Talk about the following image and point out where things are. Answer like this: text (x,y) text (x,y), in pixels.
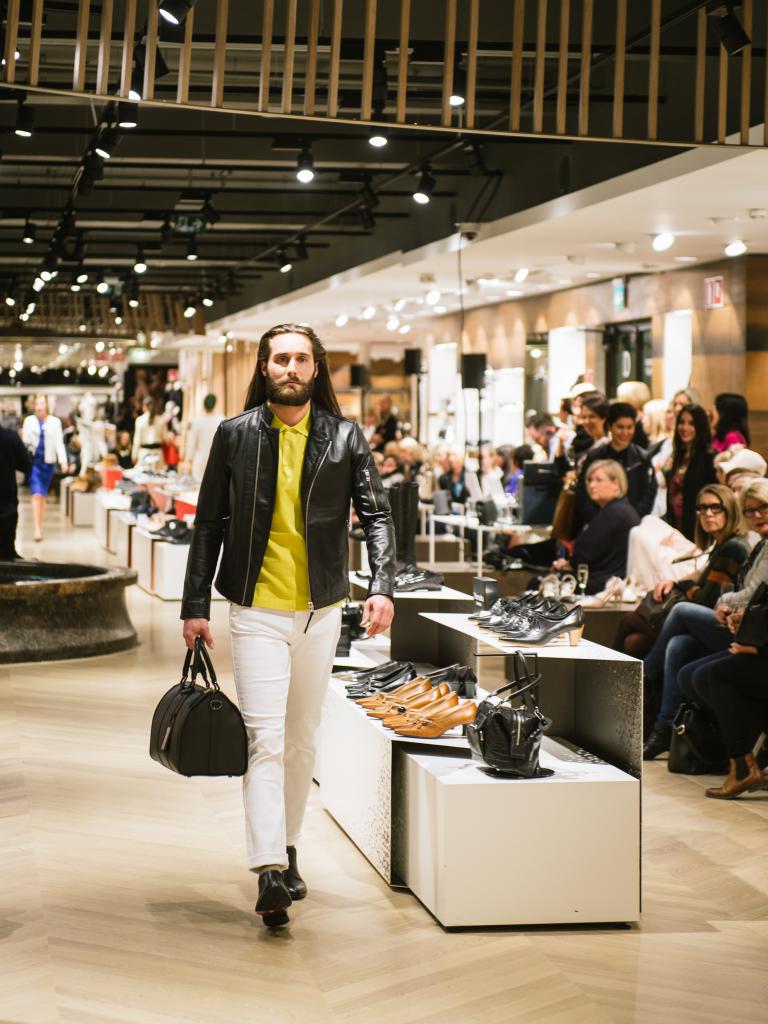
In this image I see a man (189,598) who is holding the bag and he is on the floor (422,968). In the background (731,749) I see lot of people (731,759), lights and lot of tables (628,709) and few things (576,624) on it.
